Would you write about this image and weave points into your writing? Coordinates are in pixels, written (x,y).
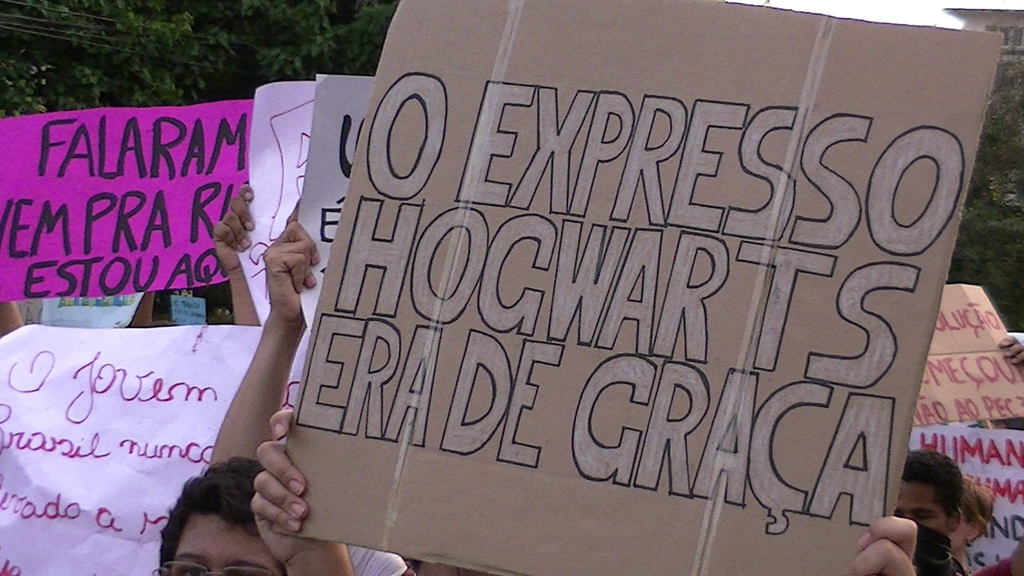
Here I can see few people (176,512) are holding boards (317,324) and banners (12,456) in their hands (284,492). On these I can see the text (481,224). In the background (206,26) there are many trees (68,20).
